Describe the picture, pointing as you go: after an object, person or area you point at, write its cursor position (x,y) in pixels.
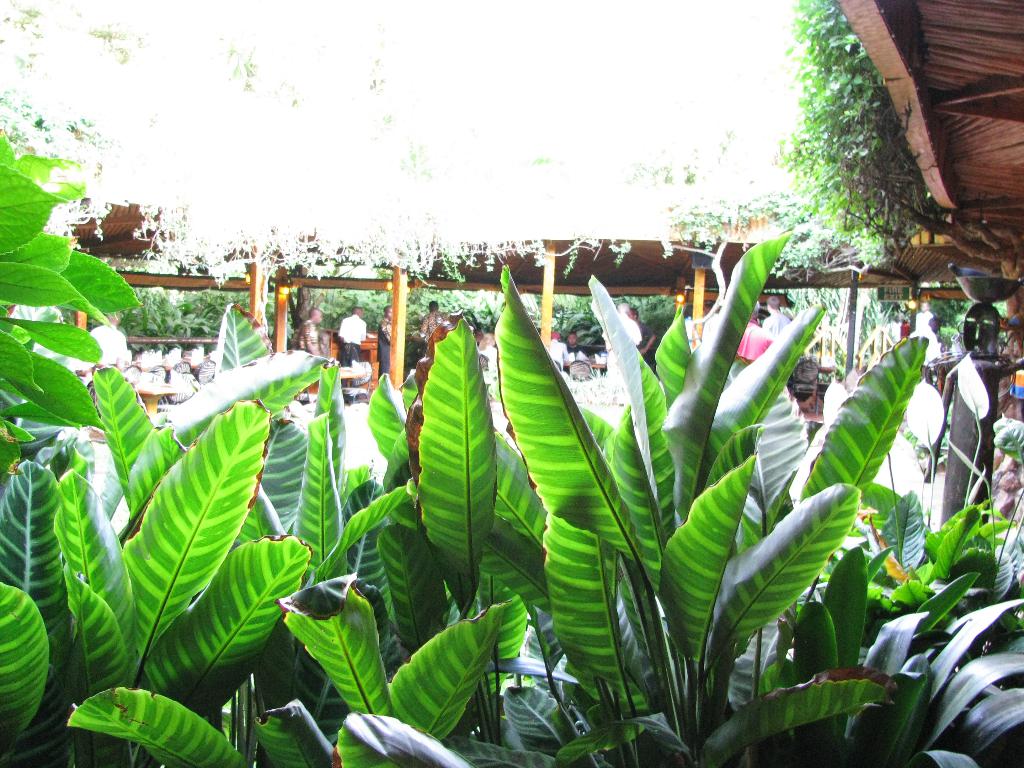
In this image in the foreground (609,438) there are some plants (519,438), and in the background (142,244) there are some persons (108,360), shed (142,244), pillars (396,316) and some other objects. And on the right side (904,135) there are some plants (885,108), and at the top of the image (496,124) there is sky (686,104).
